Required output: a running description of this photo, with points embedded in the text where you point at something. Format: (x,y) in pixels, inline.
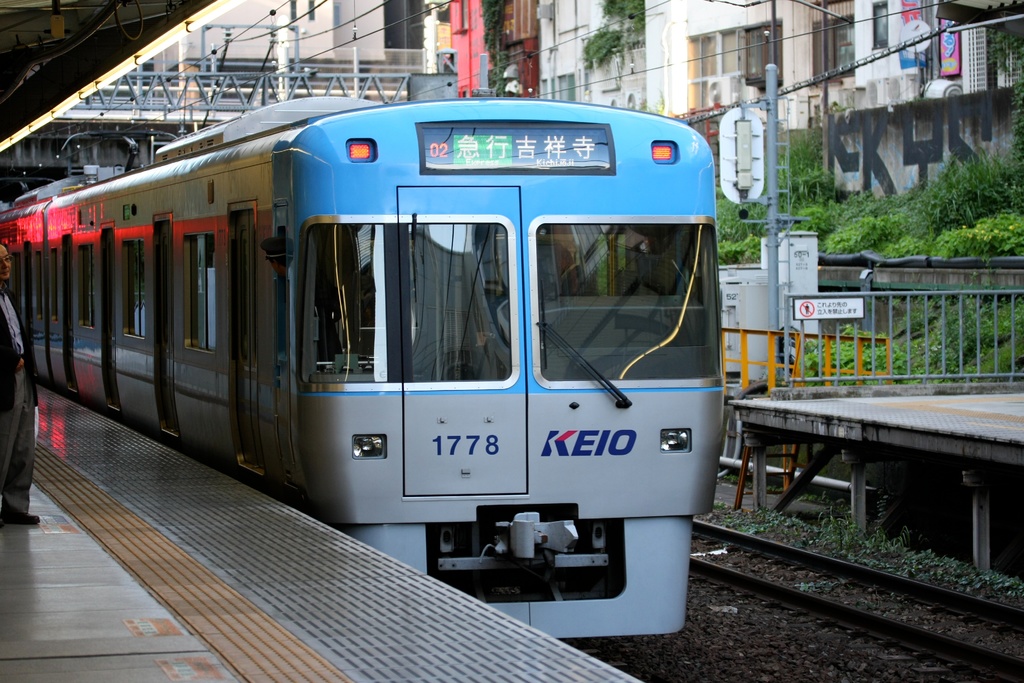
In this image I can see a train (475,236) which is blue and grey in color is on the track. I can see platforms (221,555) on both sides of the train (386,496) and another track (837,563) on the ground (875,594). I can see a person (3,284) standing on the platform (91,564), few metal rods (113,106), few poles (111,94), few boards (761,141), few buildings (691,72) and few trees (1008,229) which are green in color.
